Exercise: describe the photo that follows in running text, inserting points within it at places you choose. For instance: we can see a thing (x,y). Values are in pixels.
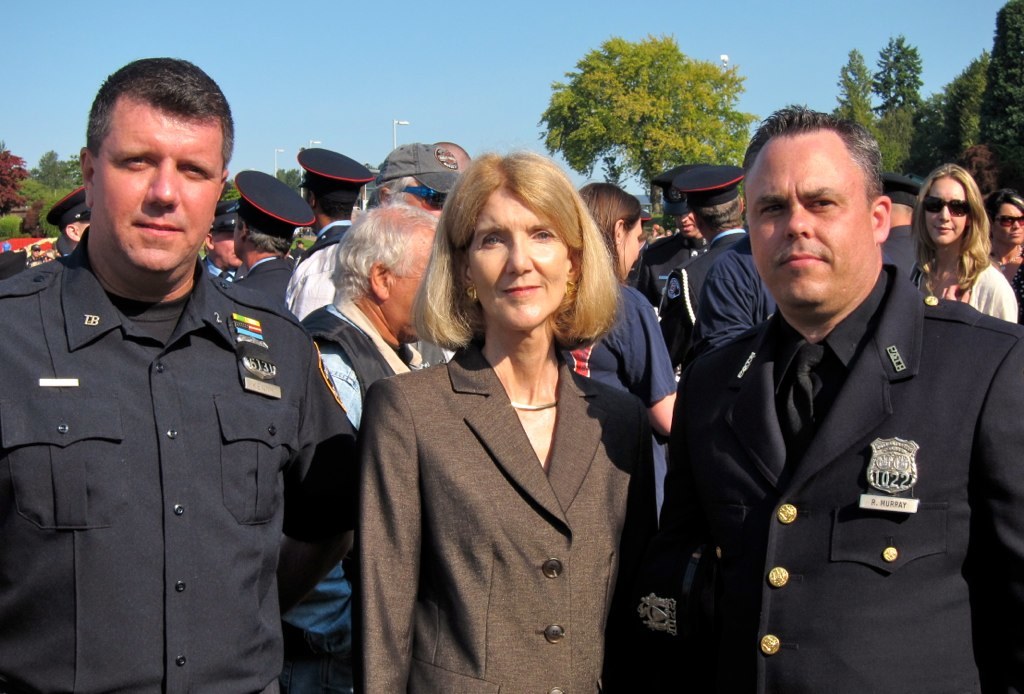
In this image there are group of people (594,503) standing in which some of them are wearing uniform (7,410), behind them there are so many trees (965,89).
